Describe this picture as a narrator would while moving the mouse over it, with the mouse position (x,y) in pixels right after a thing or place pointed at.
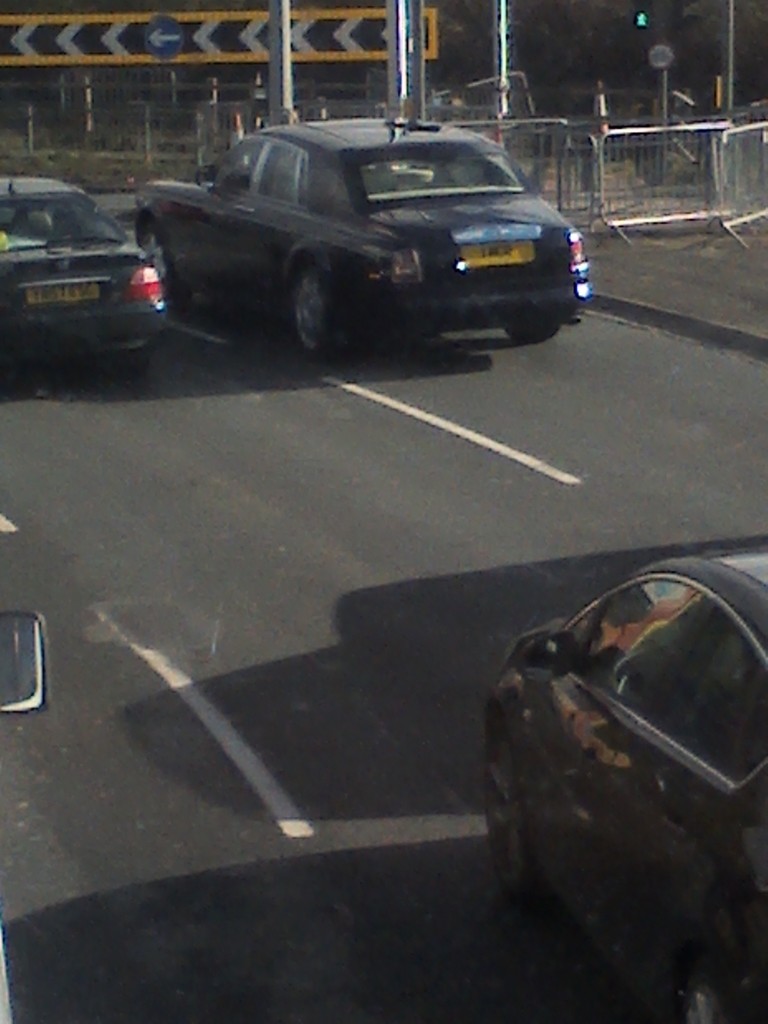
In this picture we can see the view of the road (345,417) and some cars (410,262) are moving. Behind we can see the grill railing (679,176) and yellow direction board (31,60).
